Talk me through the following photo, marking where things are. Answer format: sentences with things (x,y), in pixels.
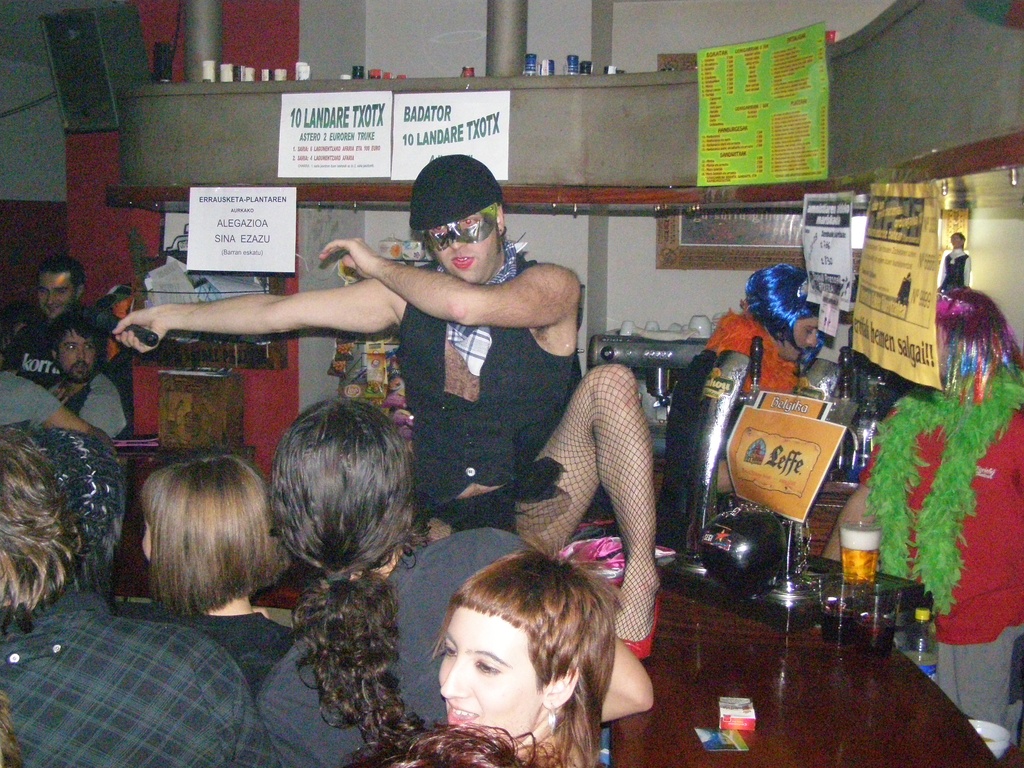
In this image there are some persons (434,390) in the middle of this image (464,271) and there is a wall (257,161) in the background (389,178). There are some posters (383,153) attached to this wall (607,139). there are some objects (527,70) are kept as we can see on the top of this image (209,64). There is a table (674,667) on the right side of this image (817,711) and there are some objects (788,574) kept on it.
